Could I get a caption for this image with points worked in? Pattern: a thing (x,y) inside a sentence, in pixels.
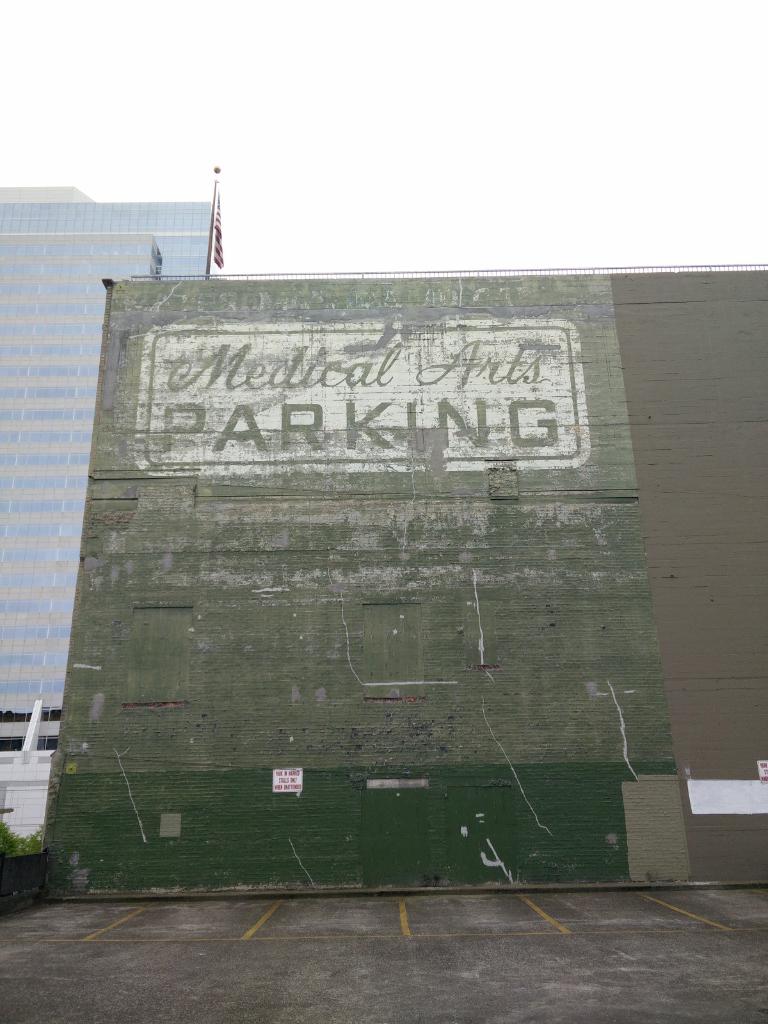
In this image we can see the wall (615,383) on which we can see some text (198,410). Here we can see plants (33,849), flag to the pole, tower buildings (81,307) and the sky (361,220) in the background (496,236).
